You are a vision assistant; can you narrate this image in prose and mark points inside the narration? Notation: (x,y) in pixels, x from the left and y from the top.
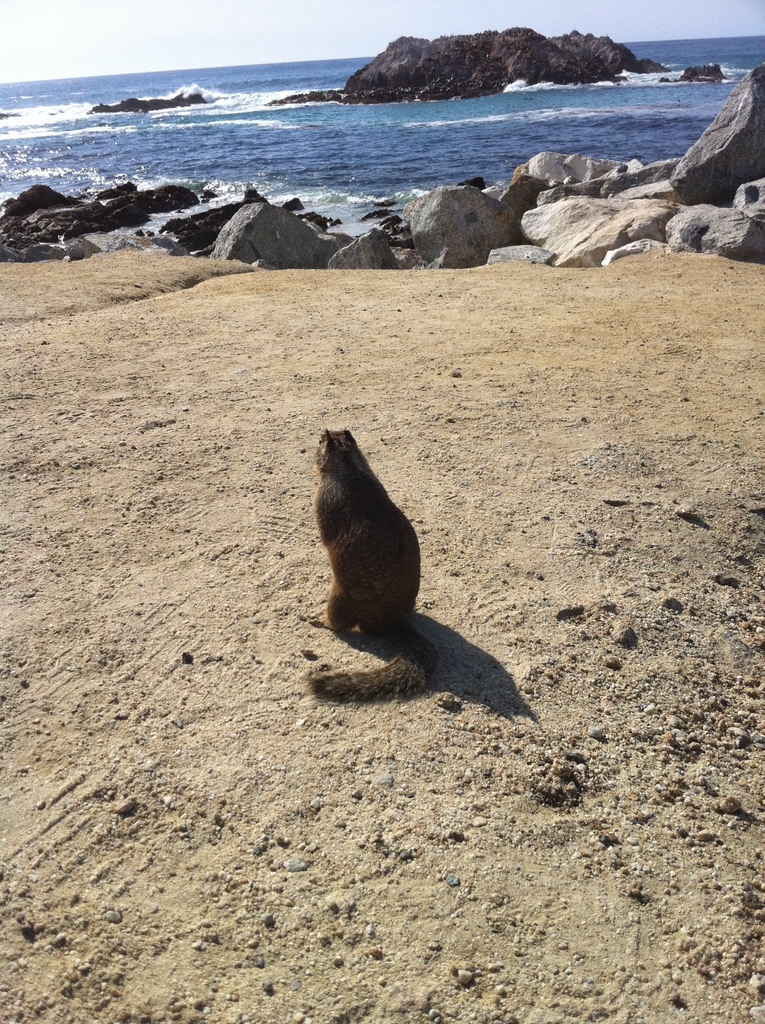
In this image we can see an animal (324,490) on the ground (449,635). In the background (651,240) we can see rocks (725,114), water (426,107), and sky (287,1).
